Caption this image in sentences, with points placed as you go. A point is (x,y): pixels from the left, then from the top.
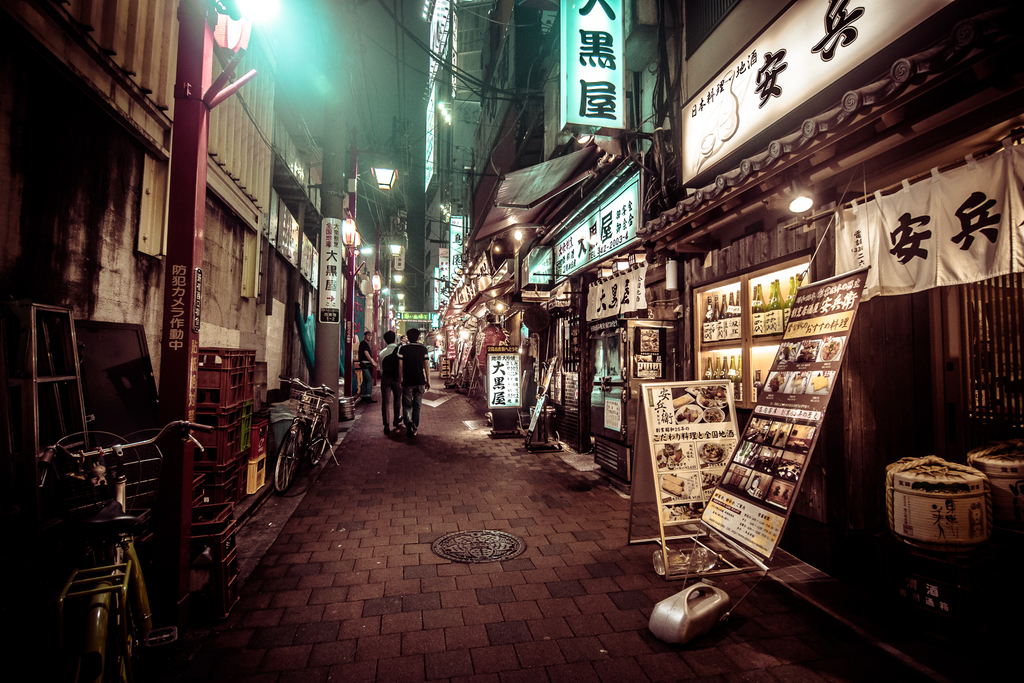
In this image, there are a few buildings (428,271). We can see some people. There are a few vehicles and boards (783,347) with text (774,405). We can see some posters (794,429). We can see some buckets (228,485) and objects (242,471) on the left (265,397). We can see some poles (172,310) and wires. We can see the sky (363,6) and some object (988,489) on the right (985,504). We can see some shelves (720,291) with objects (710,303).
